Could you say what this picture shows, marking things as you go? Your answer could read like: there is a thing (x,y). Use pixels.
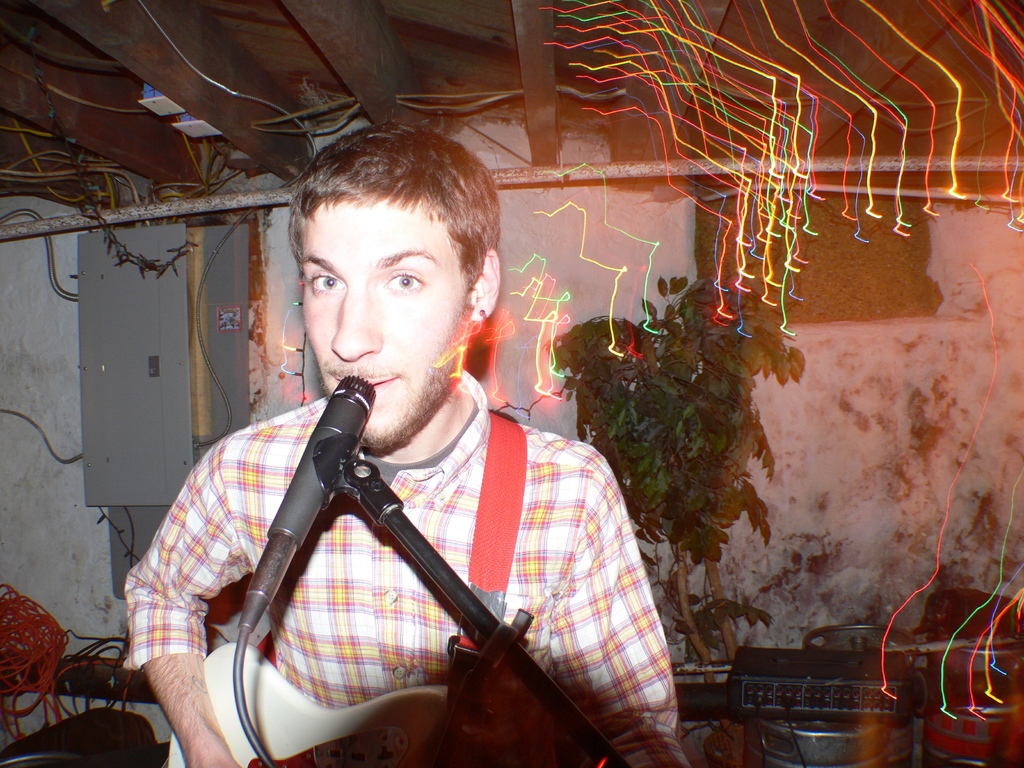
A man (566,499) is singing in the microphone (285,516) and also playing the guitar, behind him there is a tree (653,383).
